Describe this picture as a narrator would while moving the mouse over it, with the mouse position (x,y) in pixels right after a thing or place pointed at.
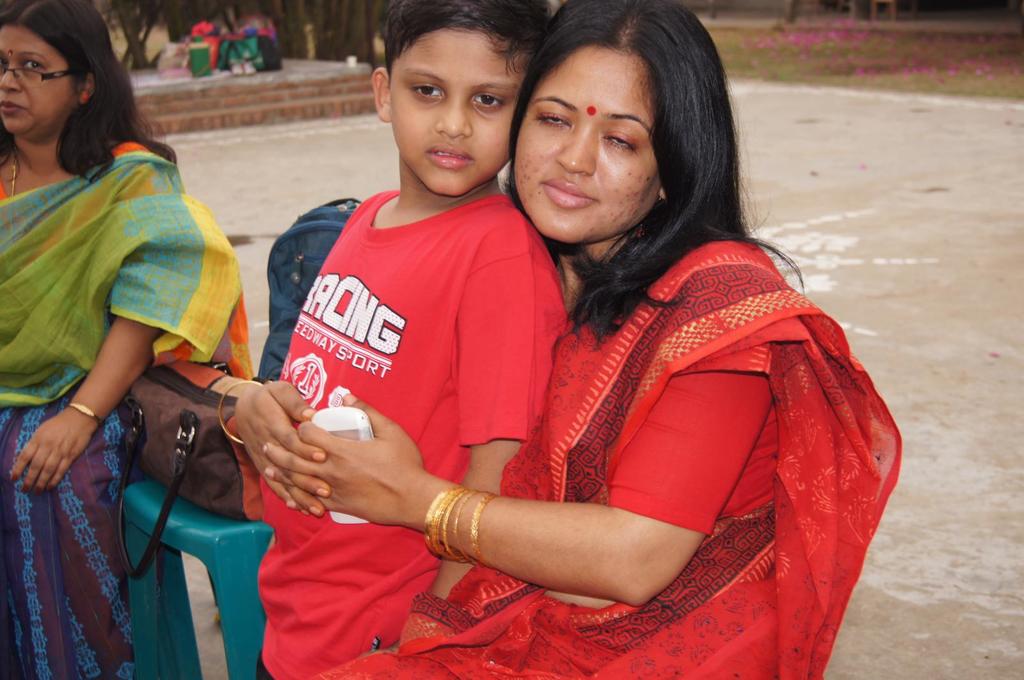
In this picture, there is a woman (646,387) holding a boy (418,333). Both of them are wearing red clothes (607,352). Woman (650,504) is wearing a saree (697,635) and a kid (357,576) is wearing a red t shirt (367,586). Towards the left (71,480), there is another woman (71,466) wearing a saree (113,296). Beside her, there is a chair (203,519). On the chair (180,532), there are bags (190,484). In the background (758,69) there are trees (232,10) and grass (945,59).
